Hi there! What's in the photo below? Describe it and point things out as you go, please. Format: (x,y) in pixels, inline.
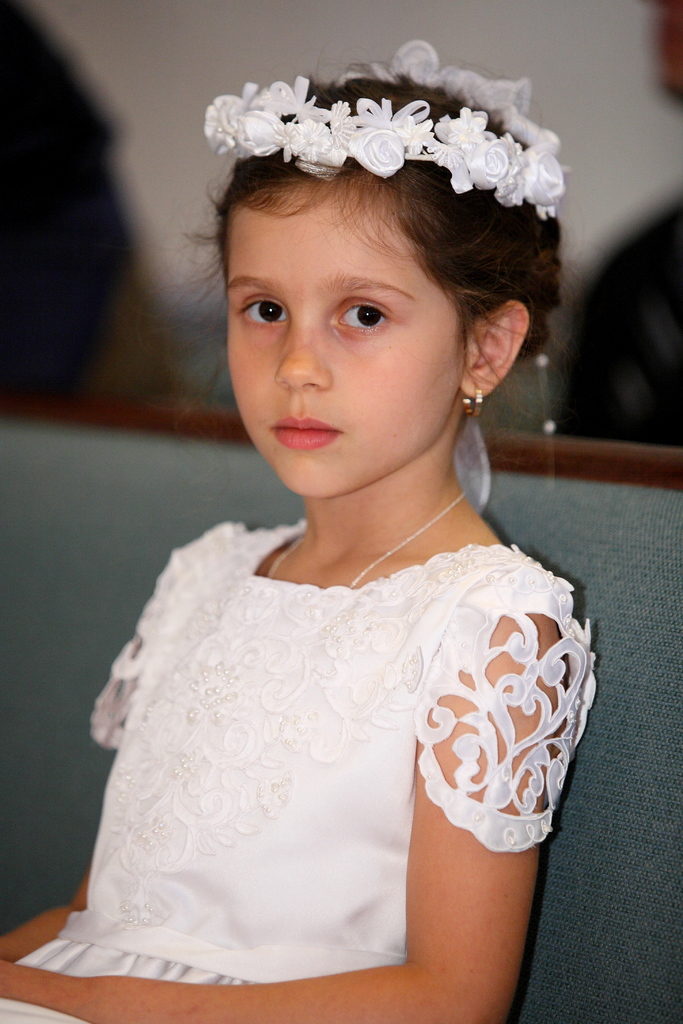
In this picture we can see a girl (236,370) sitting on a chair (95,465) and in the background (672,114) it is blurry.
